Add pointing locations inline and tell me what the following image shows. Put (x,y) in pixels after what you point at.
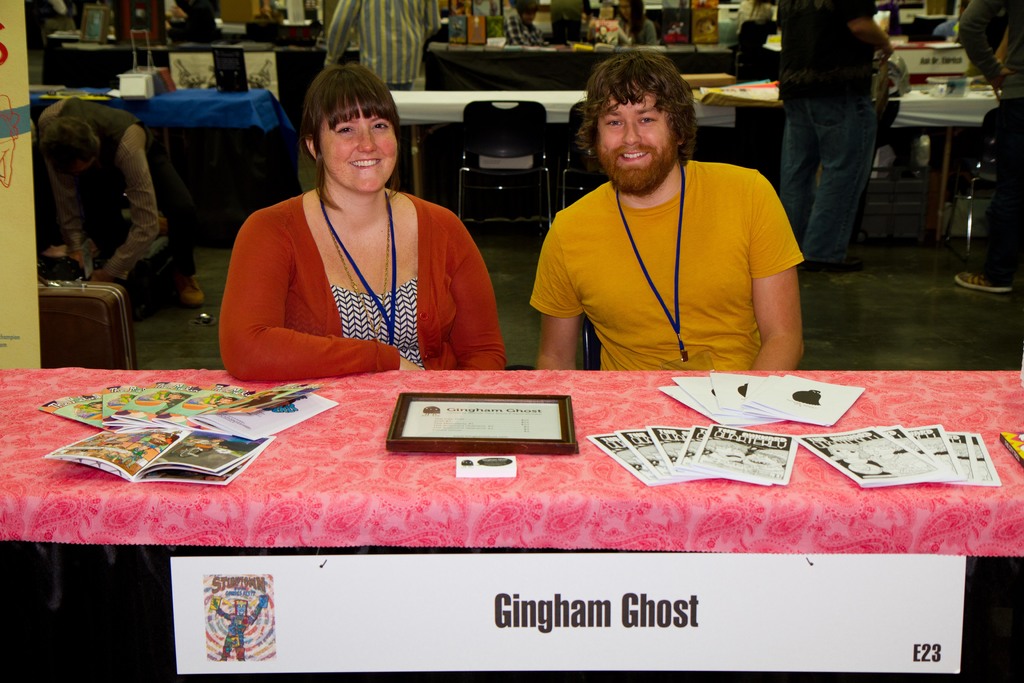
In this image two people (488,361) are sitting on the chair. Before them there is a table (532,525) having a frame (509,448), books (205,388) and papers (623,445). There is a board (683,577) attached to the table (972,584). Few chairs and tables (414,121) are on the floor (984,336). Few people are sitting on the chairs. Few people (153,191) are standing on the floor (873,261). Few objects (934,46) are on the tables (406,96). Left side (6,346) there is a banner (33,359). Behind there is a suitcase (100,324) on the floor (158,350).
